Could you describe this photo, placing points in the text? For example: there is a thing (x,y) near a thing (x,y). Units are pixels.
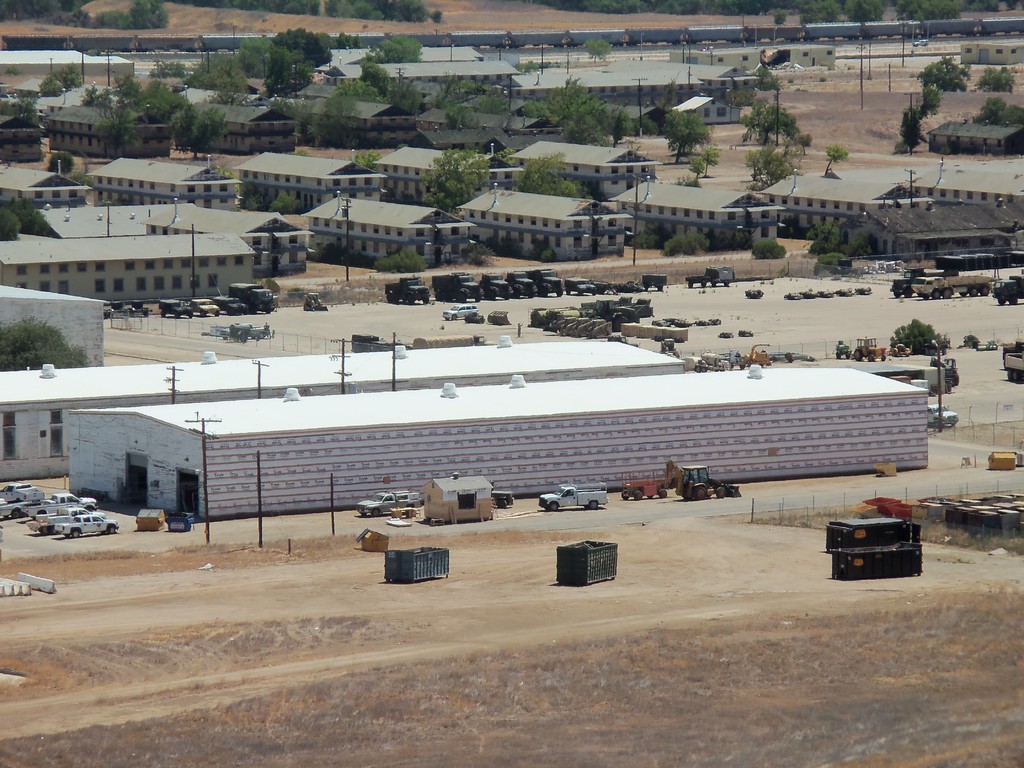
This is an outside view. At the bottom (340,671), I can see the ground (86,705). Here I can see many houses (87,251), trees (825,172) and vehicles (317,308) on the ground (328,329) and also there are some light poles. At the bottom (420,561) there are few containers (581,562) placed on the ground (567,610).
